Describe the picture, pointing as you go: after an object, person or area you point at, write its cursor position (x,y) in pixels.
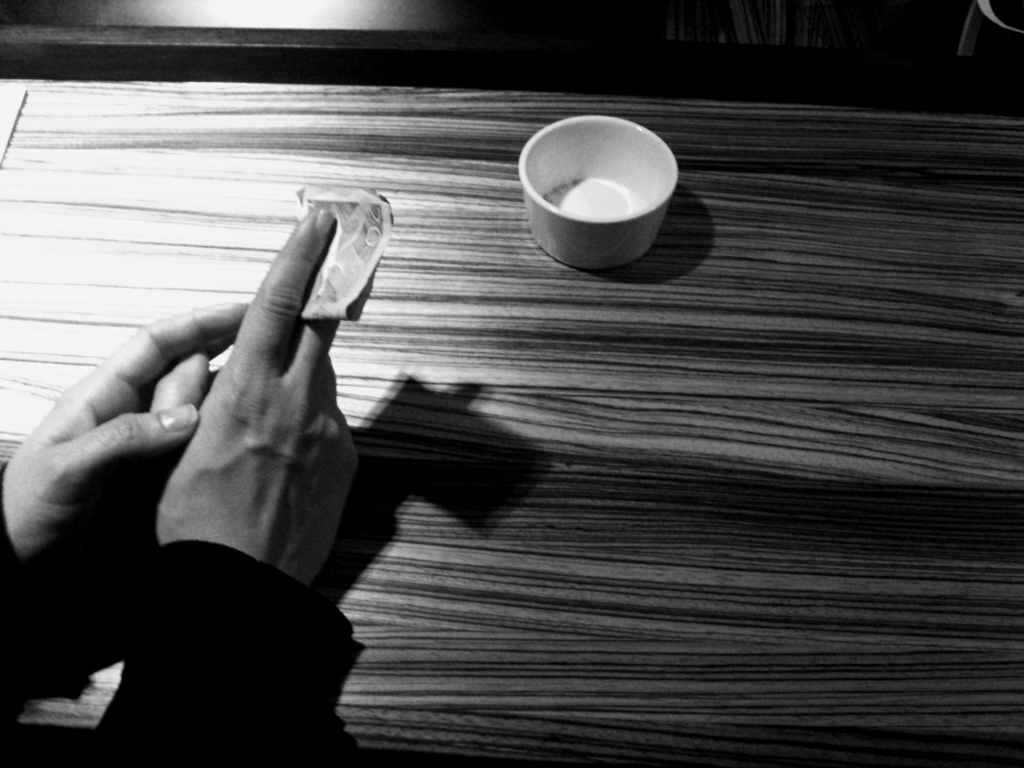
In this picture we can see a cup (604,163) on the table (735,196). We can see a partial part of human hands (225,462) holding a paper (340,272). This is a black and white picture.
